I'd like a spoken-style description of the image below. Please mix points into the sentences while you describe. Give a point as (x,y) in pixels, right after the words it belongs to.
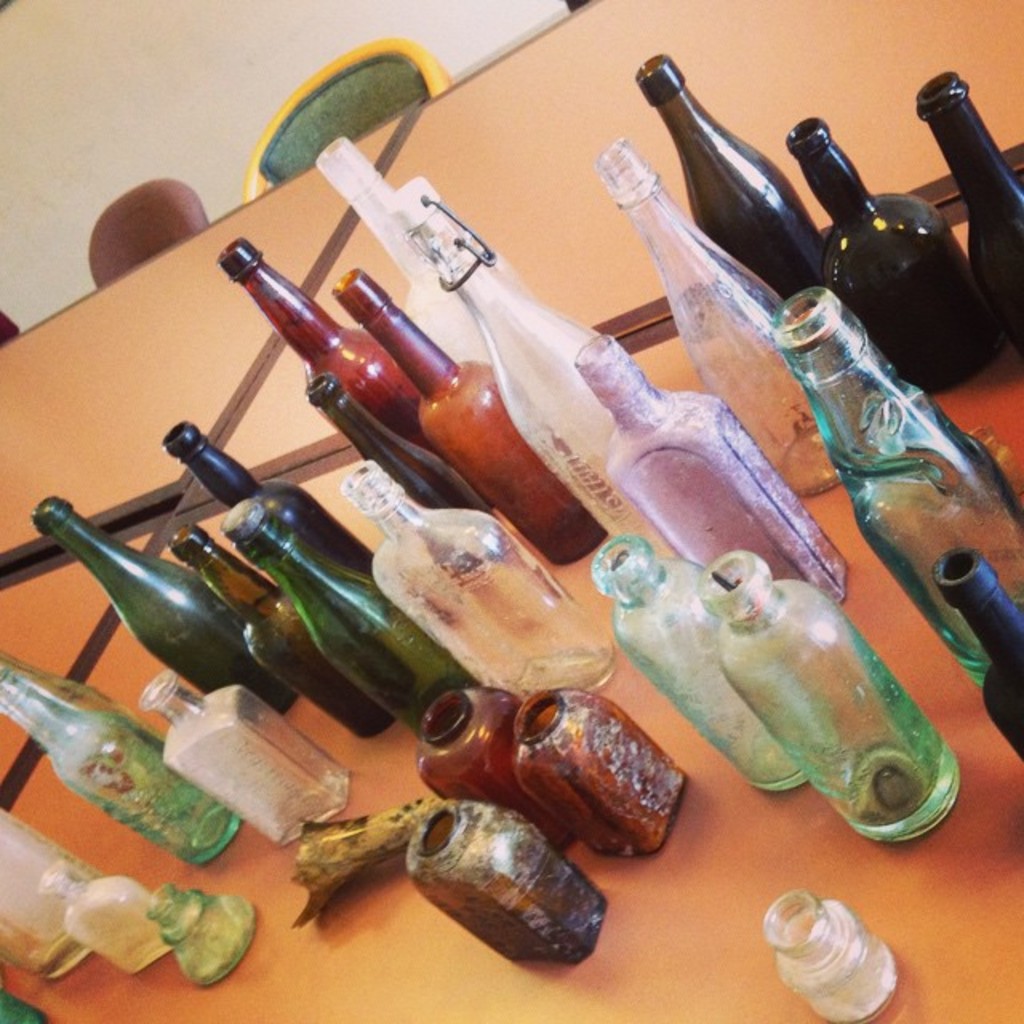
In this image we can see many bottles (432,405) are placed on the top of the table (497,87). There are few chairs (135,212) near the table (485,142).
